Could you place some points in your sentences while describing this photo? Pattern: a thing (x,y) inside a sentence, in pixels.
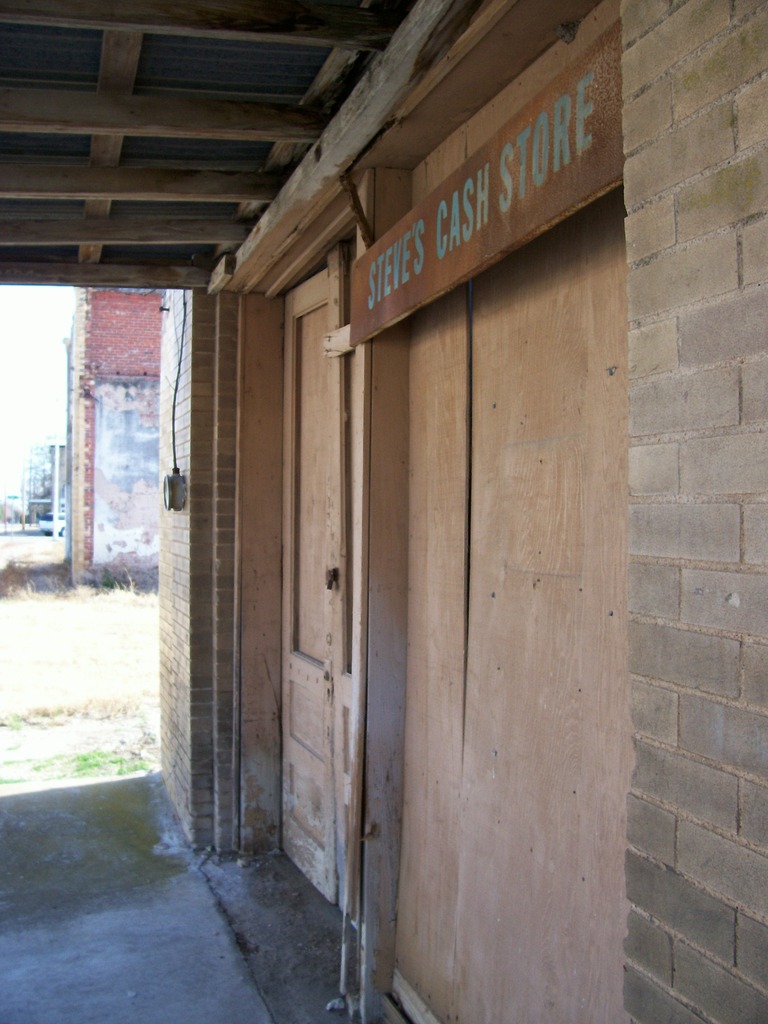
In this image I can see there are buildings (418,619) and there is a door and a board (444,230) with text (537,150) written on it. And there is a grass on the ground (152,680).
